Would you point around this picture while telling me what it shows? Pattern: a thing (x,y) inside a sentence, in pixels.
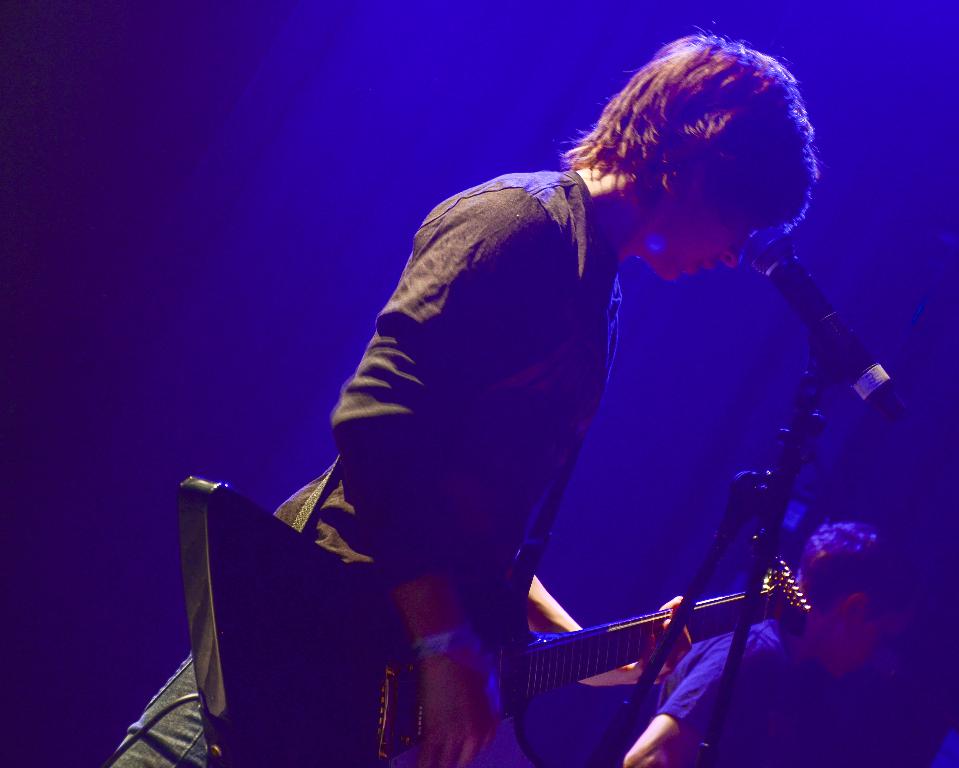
In this image we can see a person (436,451) wearing black color T-shirt (508,438) playing guitar (399,614) and there is microphone (770,265) and in the background of the image (784,645) there is another person (761,674) standing and both are standing under blue light (383,187).
